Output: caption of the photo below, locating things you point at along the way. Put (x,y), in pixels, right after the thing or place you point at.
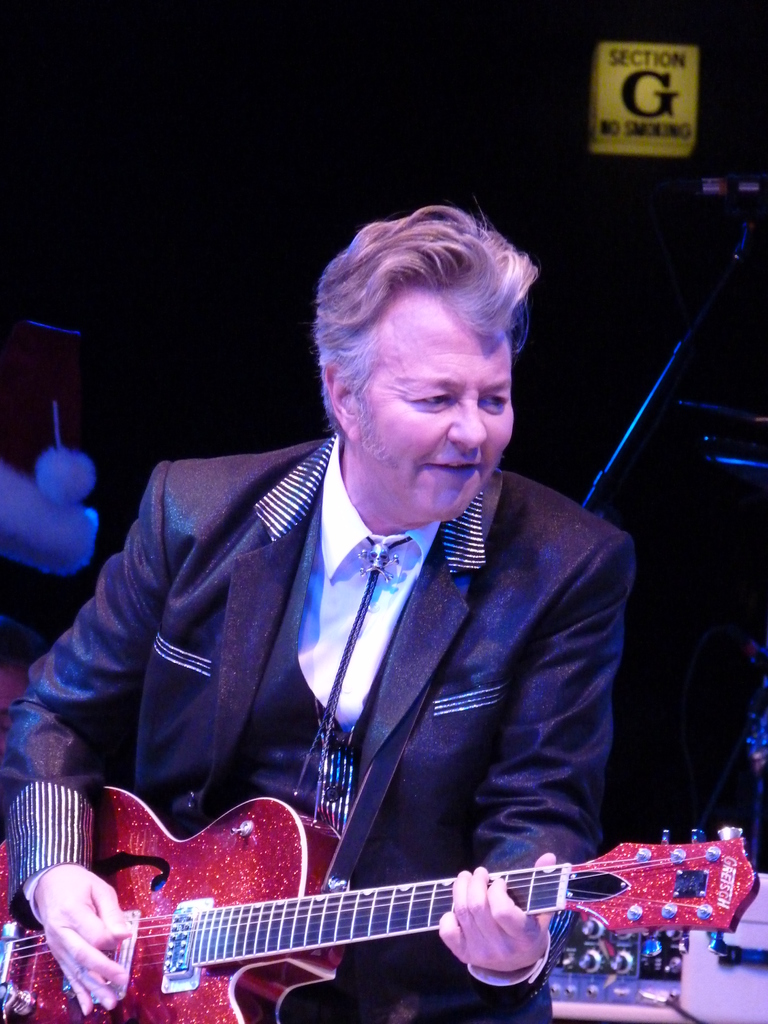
In this picture we can see man (356,643) holding guitar (307,869) in his hand (74,910) and playing and smiling and in background (537,94) it is dark.
